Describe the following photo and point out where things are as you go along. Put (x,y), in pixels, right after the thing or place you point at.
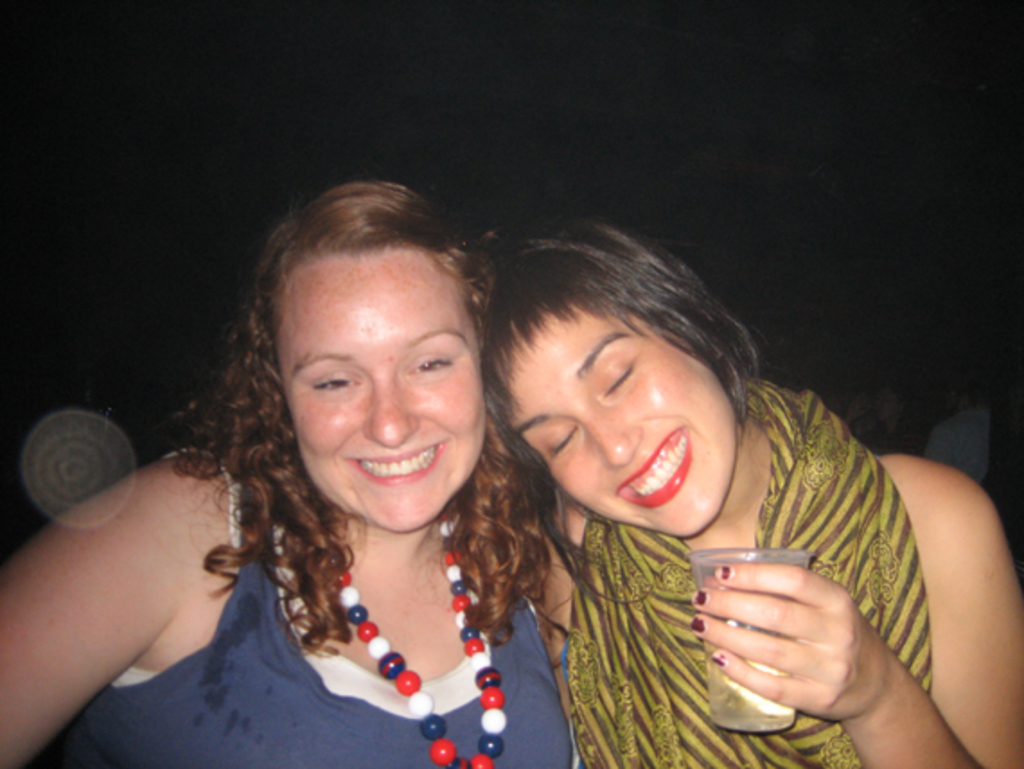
In this image there are two persons (597,377) smiling, a person (726,616) holding a glass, and there is dark background (62,164).
